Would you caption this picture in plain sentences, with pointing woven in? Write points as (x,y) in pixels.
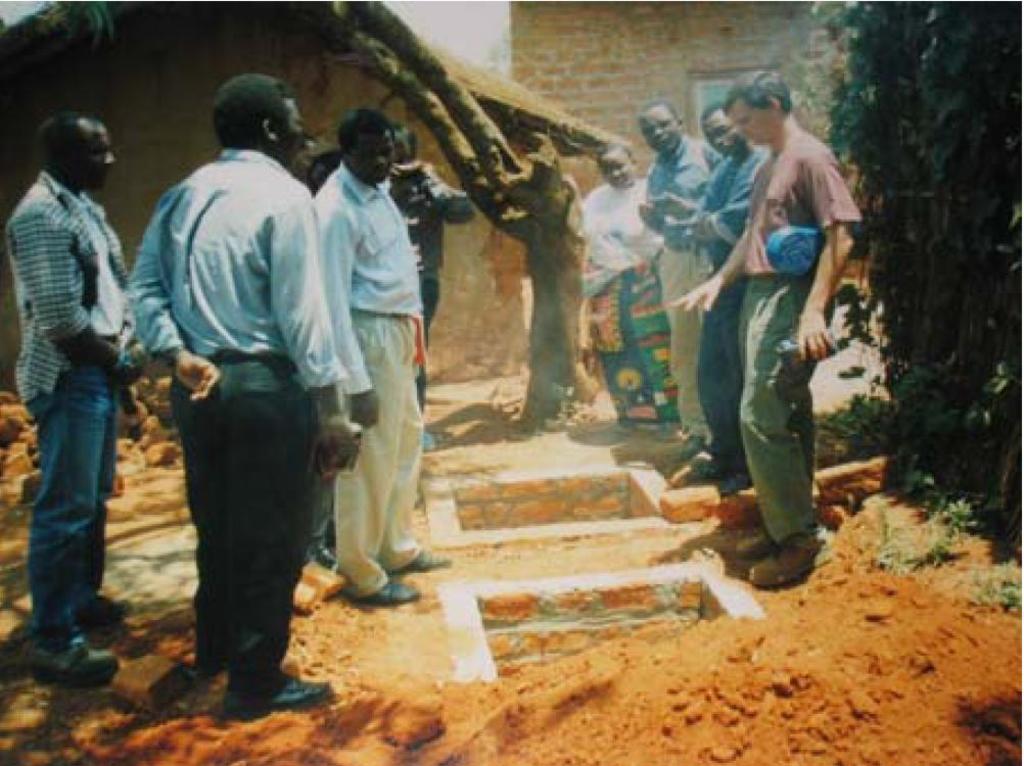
In this image we can see a group of people (798,335) wearing dress (701,255) are standing on the ground (369,618). One person (815,220) is holding an object (791,372) in his hand (825,344). In the background (962,400), we can see a group of trees (869,297), plants (870,185), buildings (709,106) and the sky (490,18).
